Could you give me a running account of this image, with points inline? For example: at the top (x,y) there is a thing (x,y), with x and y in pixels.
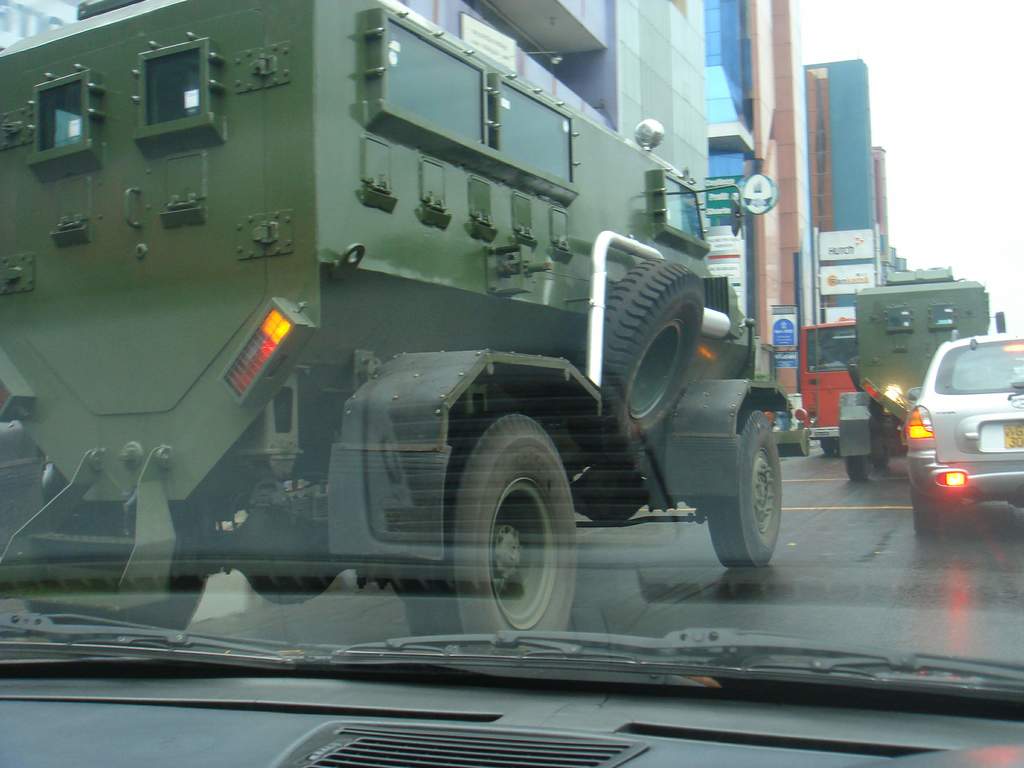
In the image we can see there are many vehicles (824,365) on the road (864,486). This is a road (907,545), back lights (942,480) and number plate (1017,443) of the vehicle (996,446). There are even buildings (813,118) and a white sky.
